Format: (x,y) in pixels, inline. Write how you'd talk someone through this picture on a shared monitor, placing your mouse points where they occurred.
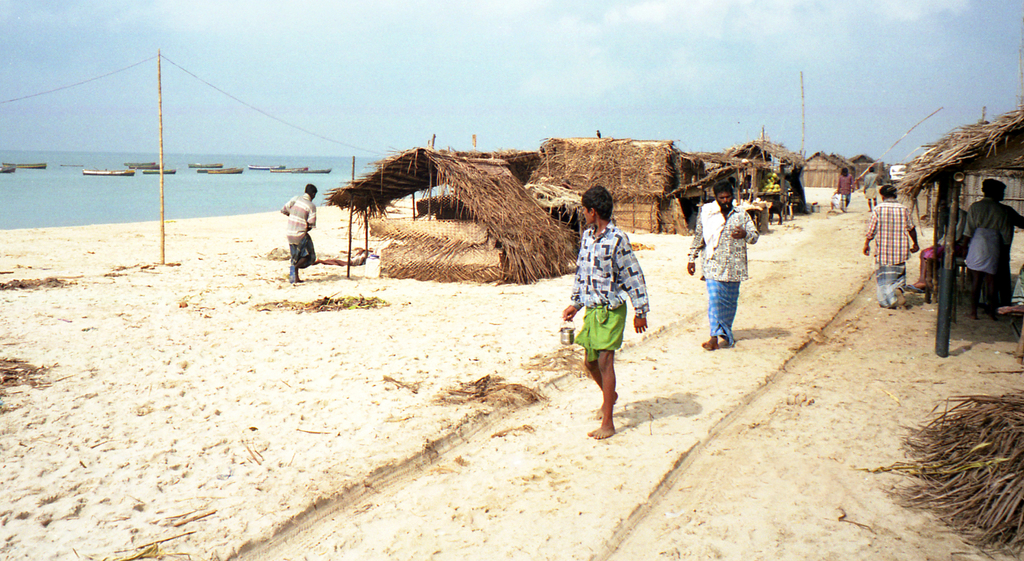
In this image in the center (428,238) there are some huts (507,223) and there are some people (611,307) walking, and they are holding somethings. At the bottom (195,424) there is sand (152,443) and also there are some wooden poles (903,139) and wires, and in the background (145,173) there is a sea (62,194) and some ships (304,172). At the top (344,74) there is sky (594,65).
